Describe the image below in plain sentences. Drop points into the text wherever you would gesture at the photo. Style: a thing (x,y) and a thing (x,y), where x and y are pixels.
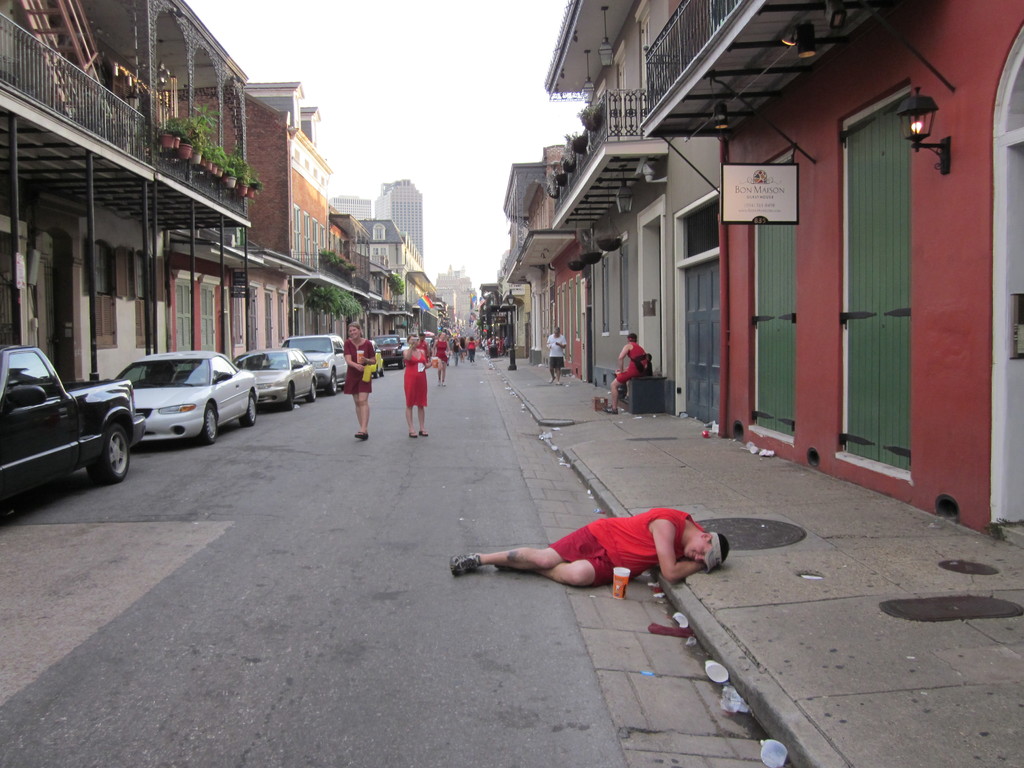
In this image I can see group of people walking on the road (524,469), in front the person (457,570) is sleeping on the road (269,429). I can also see few vehicles (0,424) and buildings (270,210) in cream, brown and white color, plants (201,115) in green color and the sky (367,145) is in white color.
